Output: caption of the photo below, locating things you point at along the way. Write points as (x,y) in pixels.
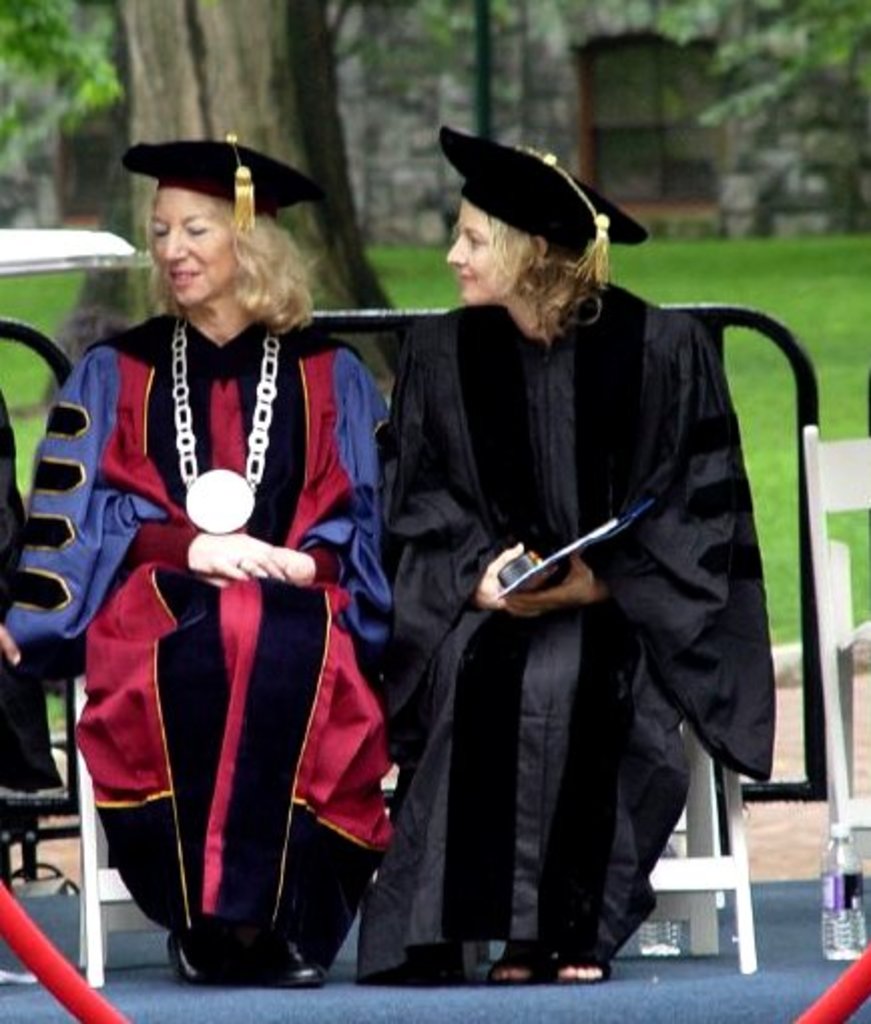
In this image two women (388,489) are sitting on the chairs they are wearing caps (453,159). Woman (641,708) wearing a black dress (619,594) is holding an object (568,556) in her hand (582,584). Woman (226,544) at the left side of image (198,515) is wearing a chain (230,484) on her. Beside there is a person (16,648) sitting on the chair (3,791). There are few bottles (672,942) on floor (643,982). Behind them there is grassland (771,248) having few trees (122,121). Behind there is a wall (565,132) having a window (604,112).
